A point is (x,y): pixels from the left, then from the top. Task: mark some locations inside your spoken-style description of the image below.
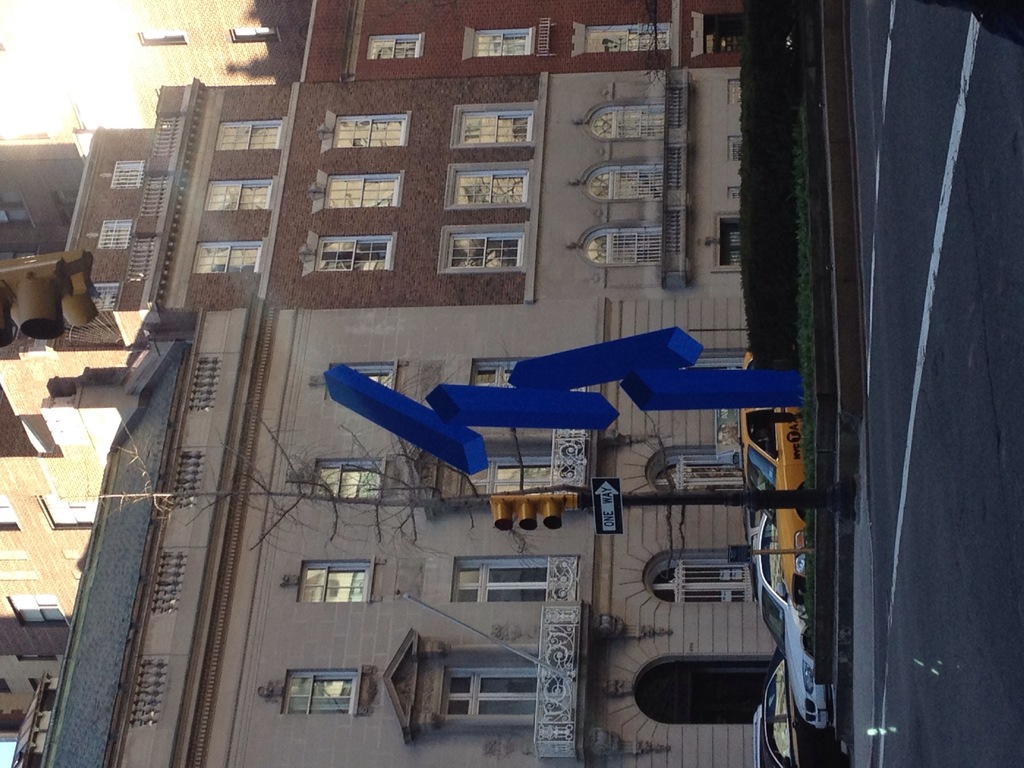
This image is in left direction. At the bottom of the image (921,637) I can see few cars (787,570) on the road (927,603) and also there is a traffic signal pole (777,490) which is placed beside the road (916,671). In the background (264,257), I can see the buildings (135,220) along with the windows (309,691).
